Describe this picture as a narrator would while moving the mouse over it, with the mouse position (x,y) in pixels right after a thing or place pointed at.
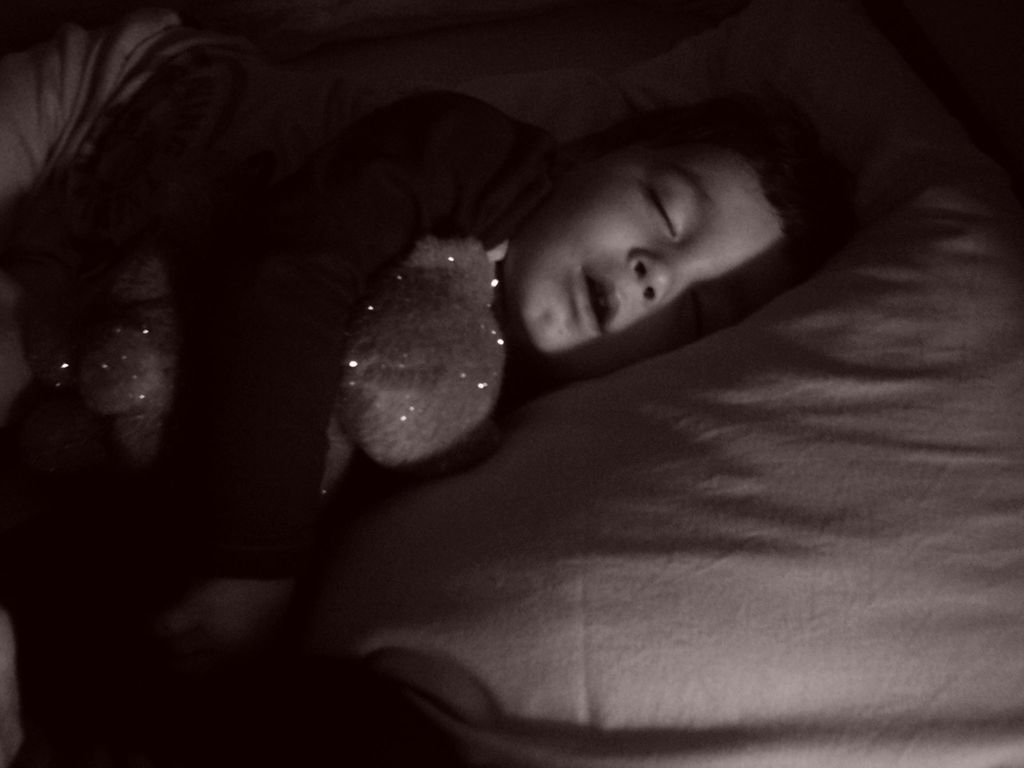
This is a black and white image. In this image we can see a boy (307,502) sleeping on a bed (643,619) holding a doll (435,413).
